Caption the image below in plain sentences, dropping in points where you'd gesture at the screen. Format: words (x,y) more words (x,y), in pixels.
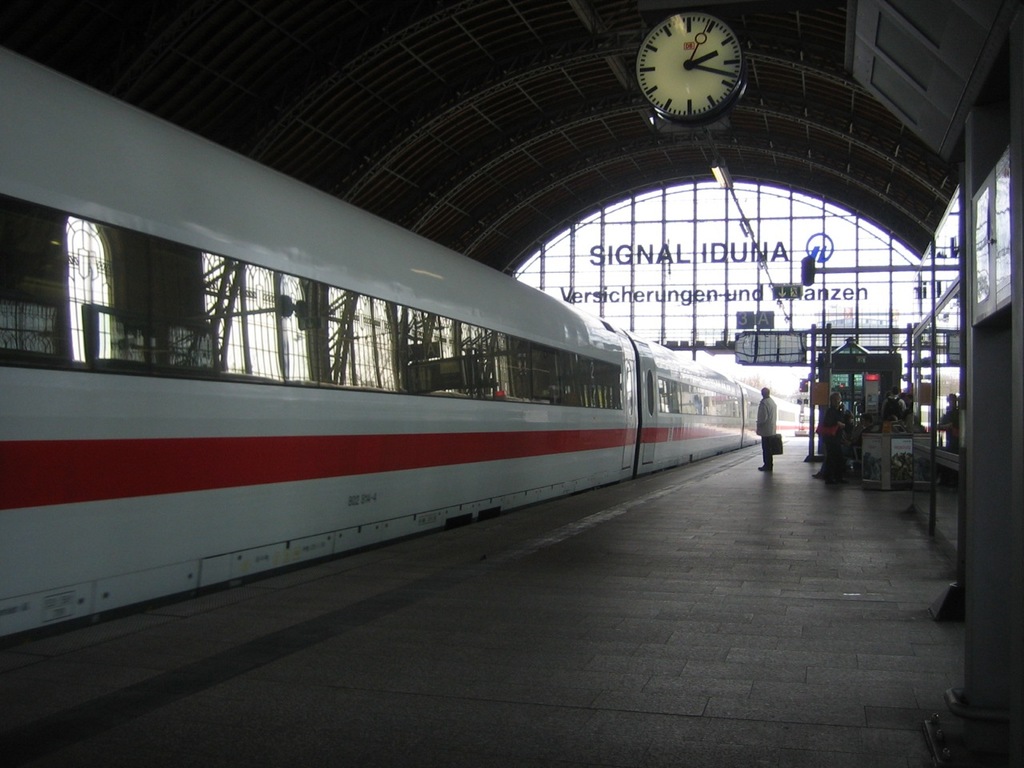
This image is clicked in a railway station (618,480). To the left (255,277), there is a train (225,423) white color. At the bottom (663,653), there is a platform (703,627). In the background (799,255), there is a name board (640,252). At the top (665,52), there is a clock (682,71) hanged to the roof (550,100).
